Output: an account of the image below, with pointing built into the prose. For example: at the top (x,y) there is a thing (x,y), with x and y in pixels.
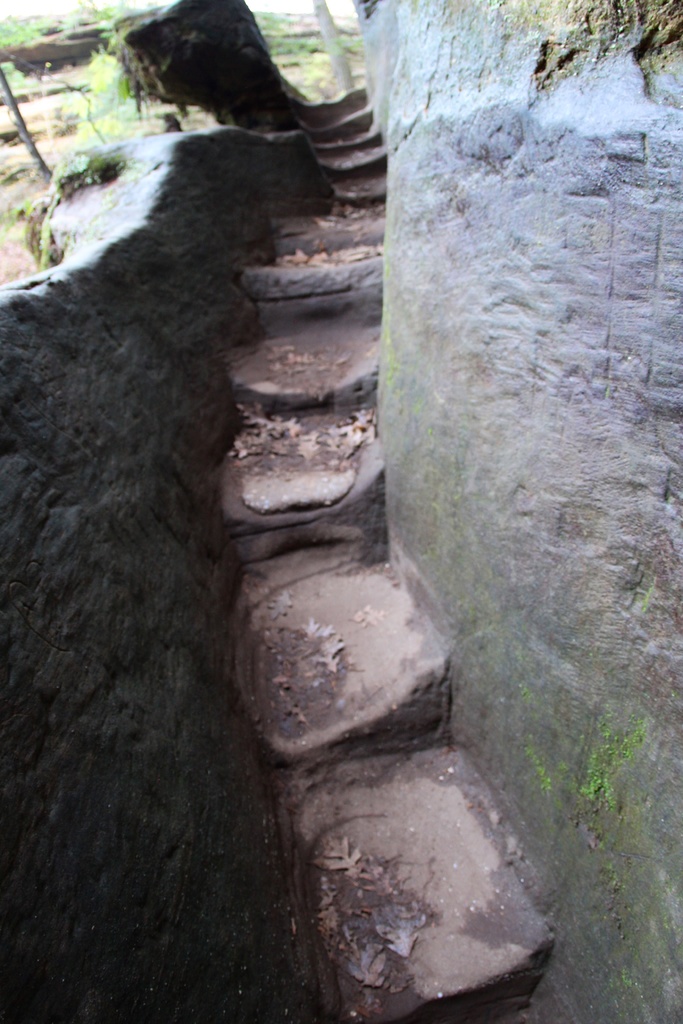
In the center of the image (358,465) we can see the stairs (346,721). On the left (111,450) and on the right (502,336) we can see the wall (499,244). In the background (114,98) there is grass (7,38).
